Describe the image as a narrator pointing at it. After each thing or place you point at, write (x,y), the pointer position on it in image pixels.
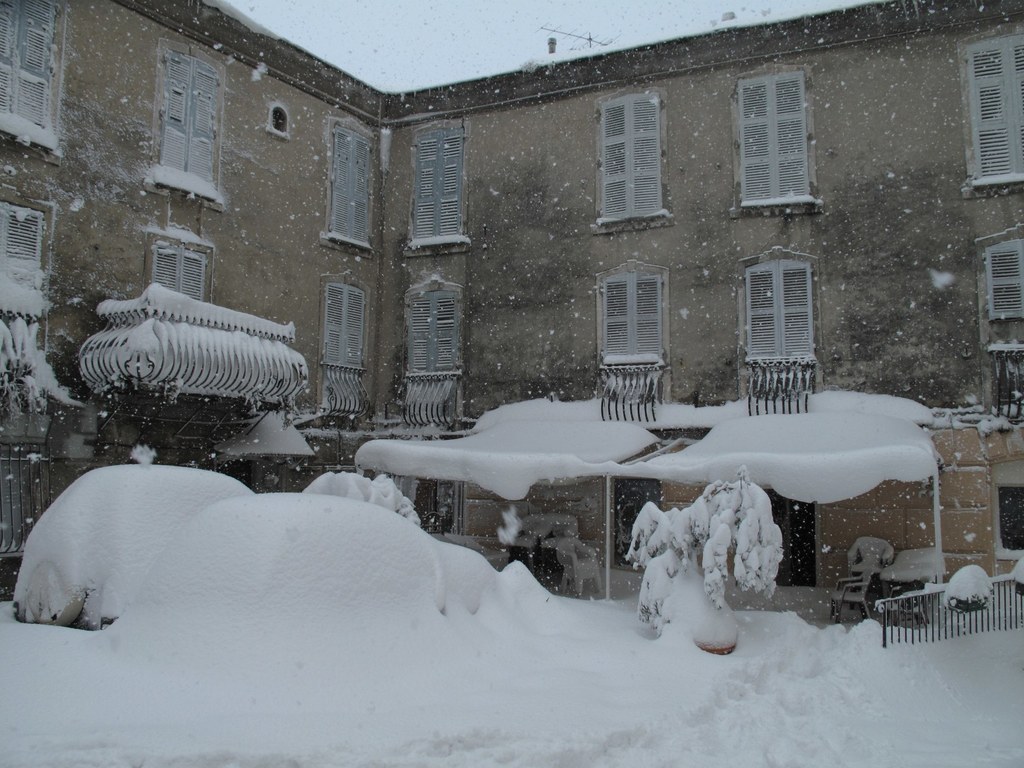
In the image we can see a building (600,305) and these are the windows (660,204) of the building (594,136). Everywhere there is a snow (346,623) white in color. We can even see a fence (891,617), chair (860,600) and a plant (660,583). Here we can see an antenna (590,38) and a sky (556,17).
